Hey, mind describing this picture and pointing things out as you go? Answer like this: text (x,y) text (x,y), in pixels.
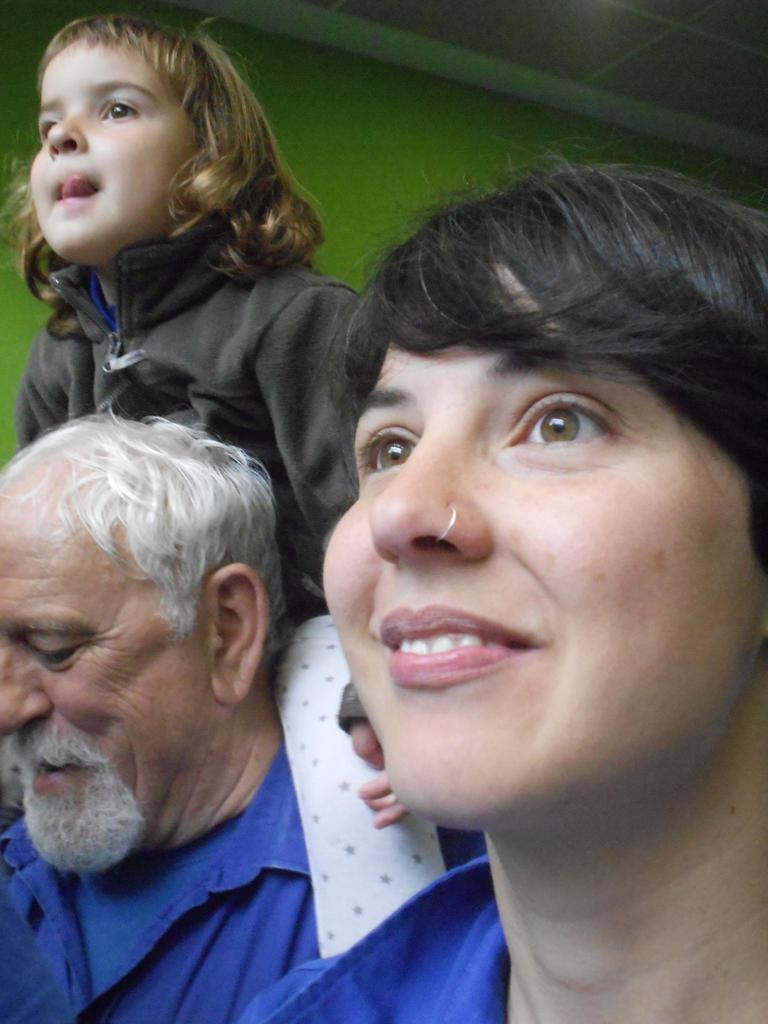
In this image there is a woman (614,552) towards the right of the image (606,540), there is a man (189,703) towards the left of the image (135,548), there is a girl (205,335) sitting on the man (151,635), at the background of the image (387,106) there is a green color wall (410,138).
